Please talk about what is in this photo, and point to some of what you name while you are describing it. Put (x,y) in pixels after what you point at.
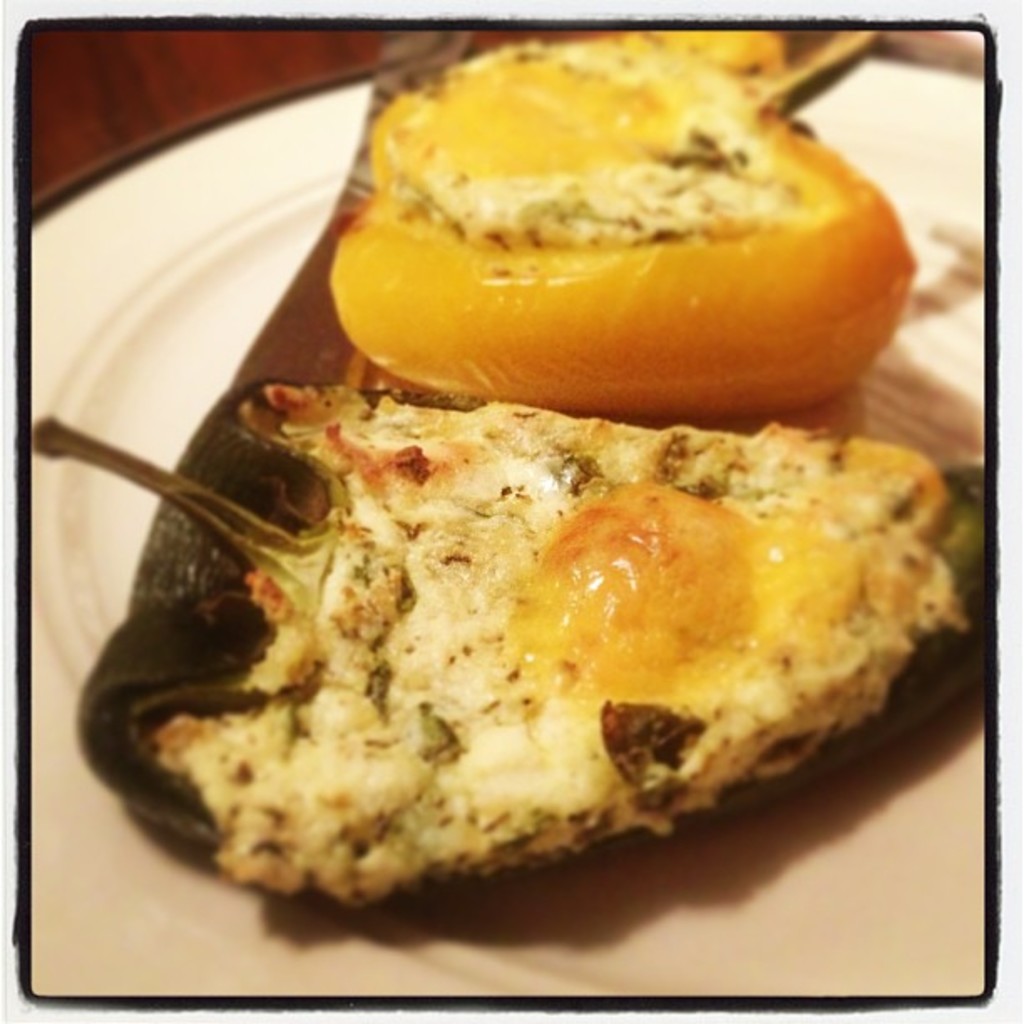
In this image I can see a food (545,207) in a white plate (57,279).
